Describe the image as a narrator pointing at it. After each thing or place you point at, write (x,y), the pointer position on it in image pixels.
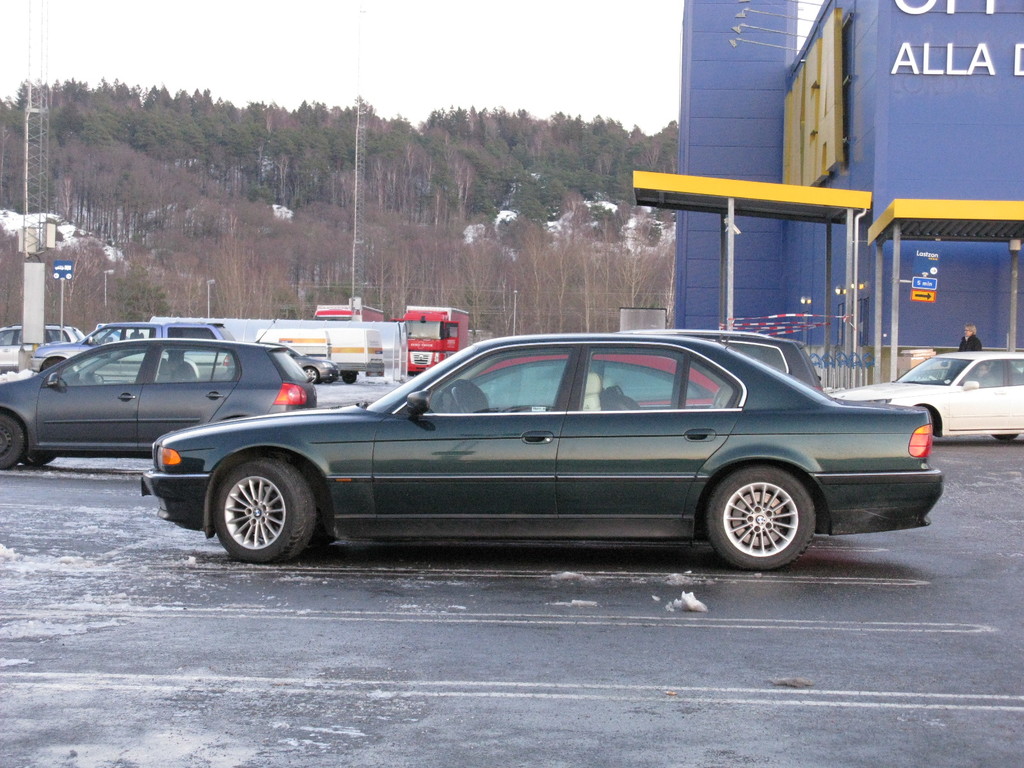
In this image, we can see vehicles (412,488) on the road (399,581) and there is some snow (135,563) and in the background (816,268), there is a building (879,165) and we can see sheds (765,206), boards (934,293), some people (970,349), trees (289,140), poles (353,264) and there are ribbons (778,322). At the top (298,31), there is sky (495,32).
